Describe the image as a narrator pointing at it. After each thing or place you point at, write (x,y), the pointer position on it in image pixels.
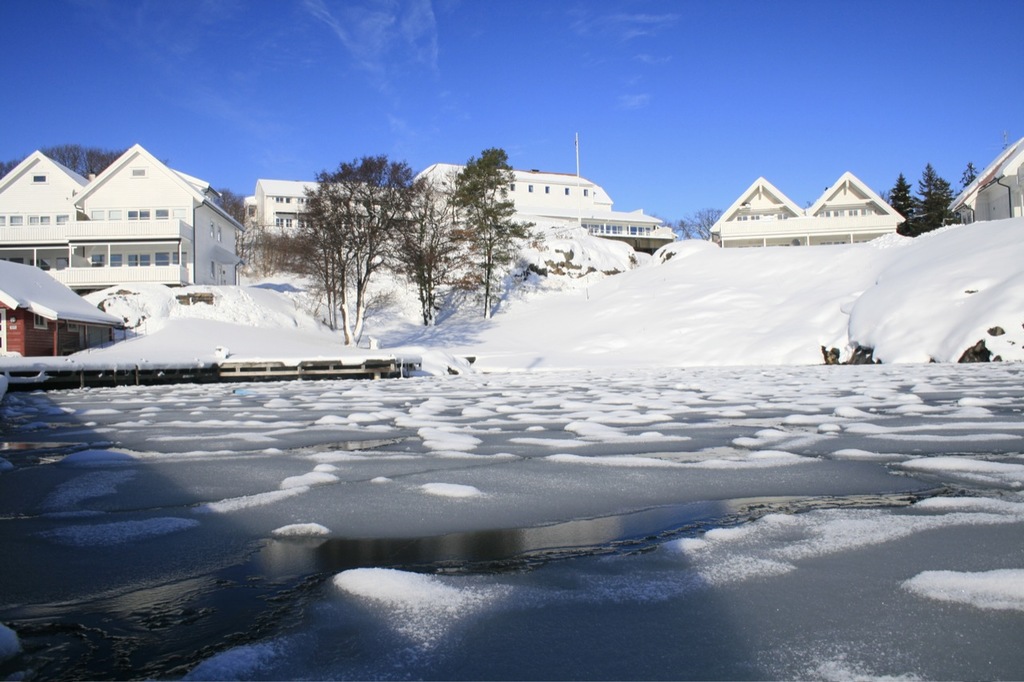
At the bottom of the image (311,529) there is water (684,535) with ice (328,405) on it. Behind the water (333,557) on the ground (787,290) there is snow (901,287) and also there are trees (370,204). In the background (85,267) there are houses (80,297). At the top of the image (471,120) there is sky (778,134).
